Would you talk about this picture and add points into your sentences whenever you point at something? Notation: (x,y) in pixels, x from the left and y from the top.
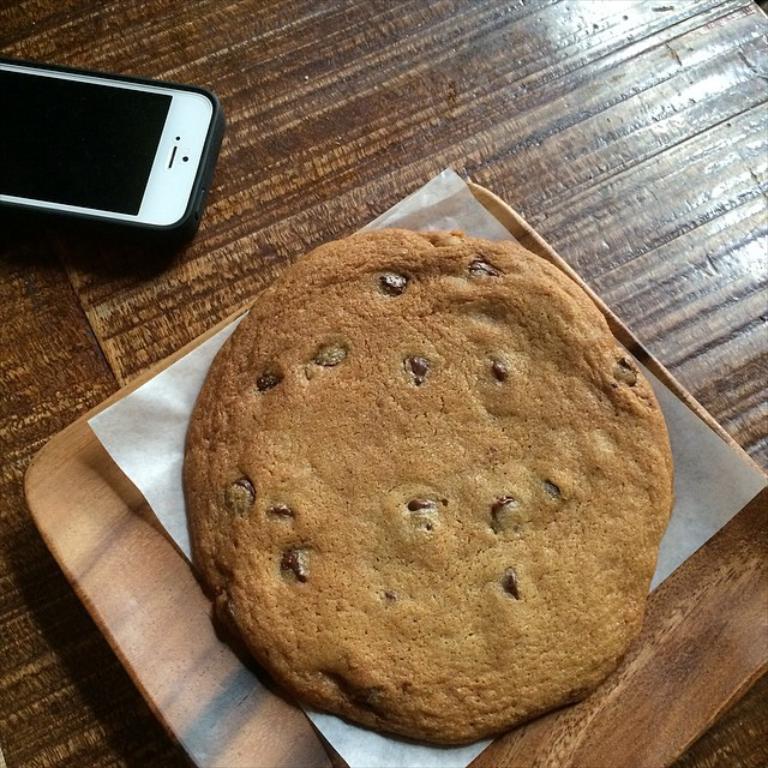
In this picture, we see a plate (602,760) containing edible (296,514) and tissue (179,533) is placed on the brown color table (429,163). We even see mobile phone (152,135) which is placed on that table (655,306).
